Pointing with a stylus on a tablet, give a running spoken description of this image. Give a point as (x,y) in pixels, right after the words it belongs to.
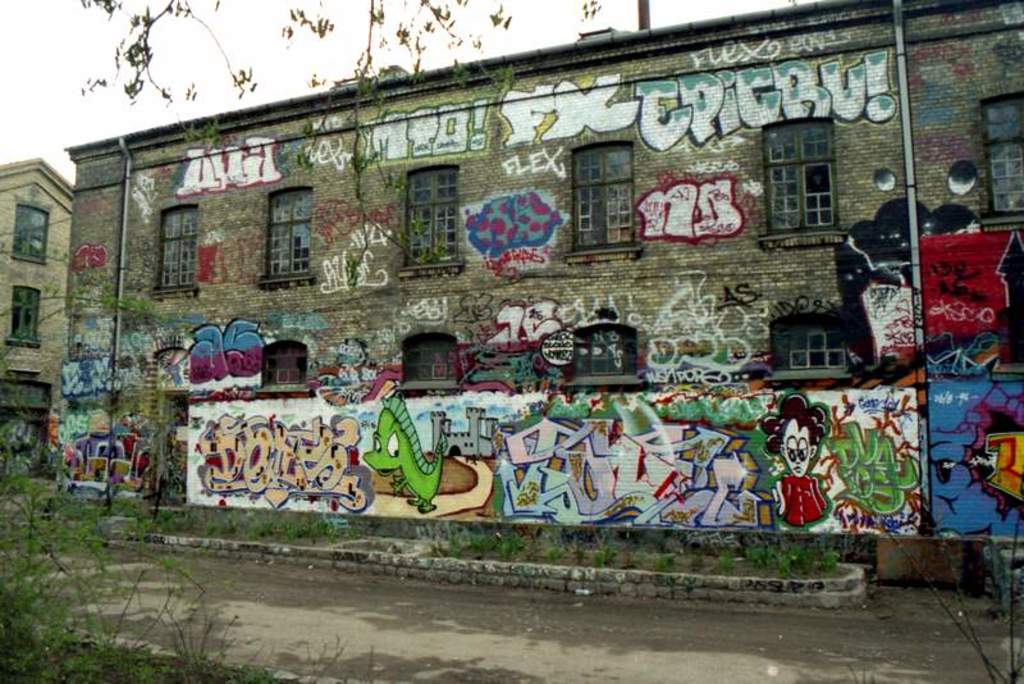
In this image there are plants (180,643), two buildings (304,373), there is graffiti (279,490) on one of the building (979,390), and in the background (466,54) there is sky (241,42).
